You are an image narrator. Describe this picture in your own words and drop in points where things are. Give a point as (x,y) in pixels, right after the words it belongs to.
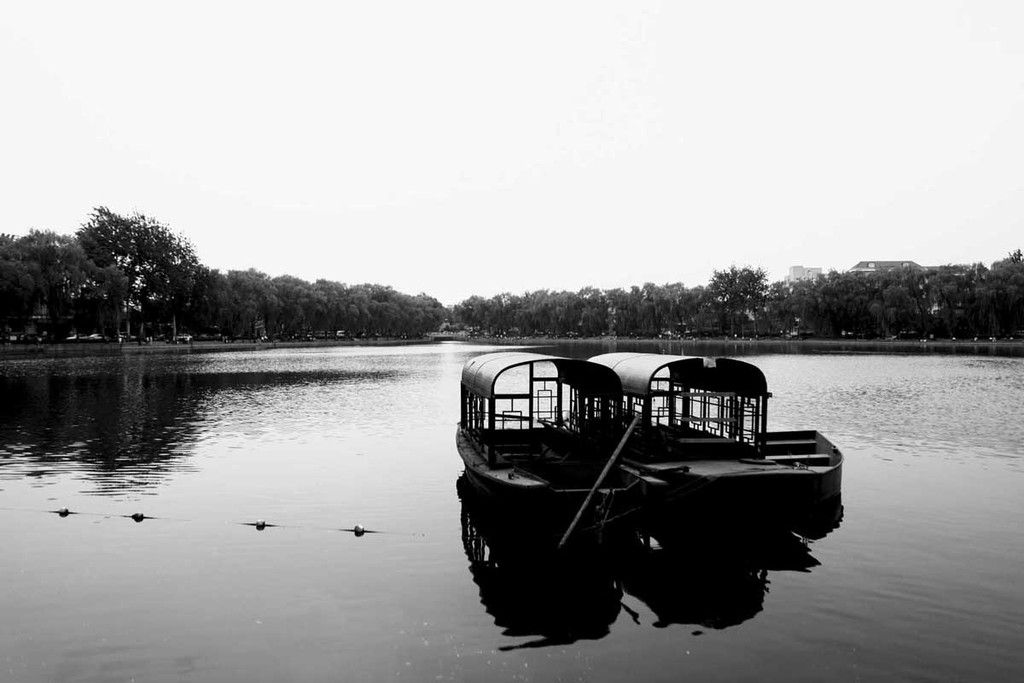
In this image I can see boats (573,436) on the water (551,529). In the background (664,332) I can see trees (632,312) and the sky (391,168). This image is black and white in color.
